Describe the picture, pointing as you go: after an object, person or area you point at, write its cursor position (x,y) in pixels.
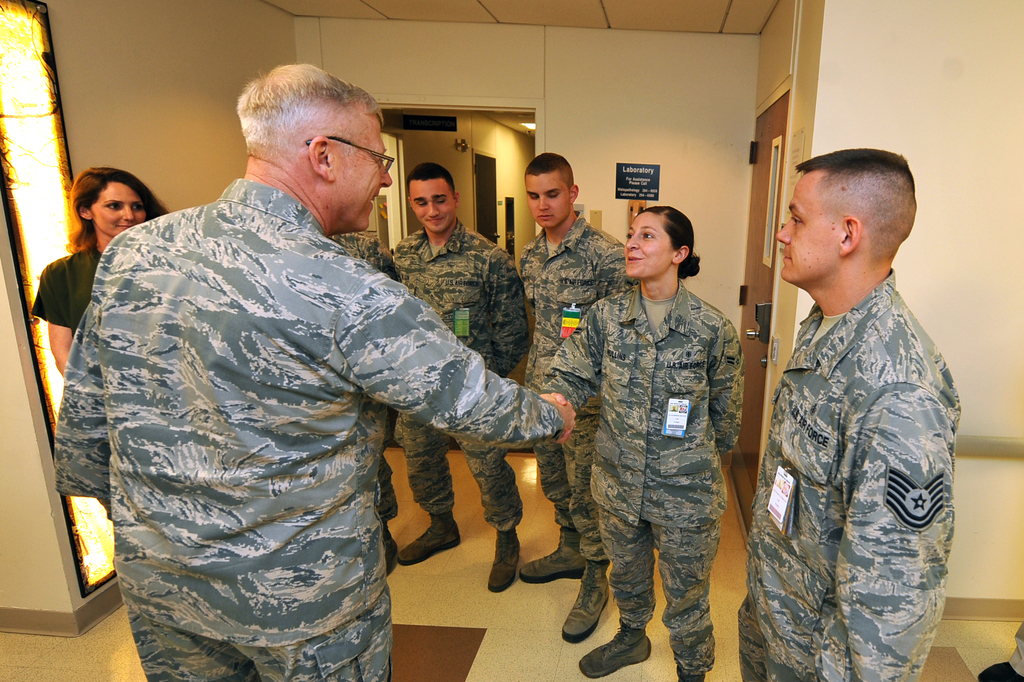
There is a person (328,133) in uniform (310,310) standing on the floor (454,681), smiling and shaking hand (558,402) with woman (646,226) who is standing in front of him and is smiling and standing on the floor (728,627). On the right side (743,657), there is other person (822,446) standing. In the background (551,207), there are other persons (538,211) standing on the floor (551,590), there is a door (486,158), light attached to the roof (529,117), there is a name board (645,198) attached to the wall (645,155) and there is roof (631,15).
